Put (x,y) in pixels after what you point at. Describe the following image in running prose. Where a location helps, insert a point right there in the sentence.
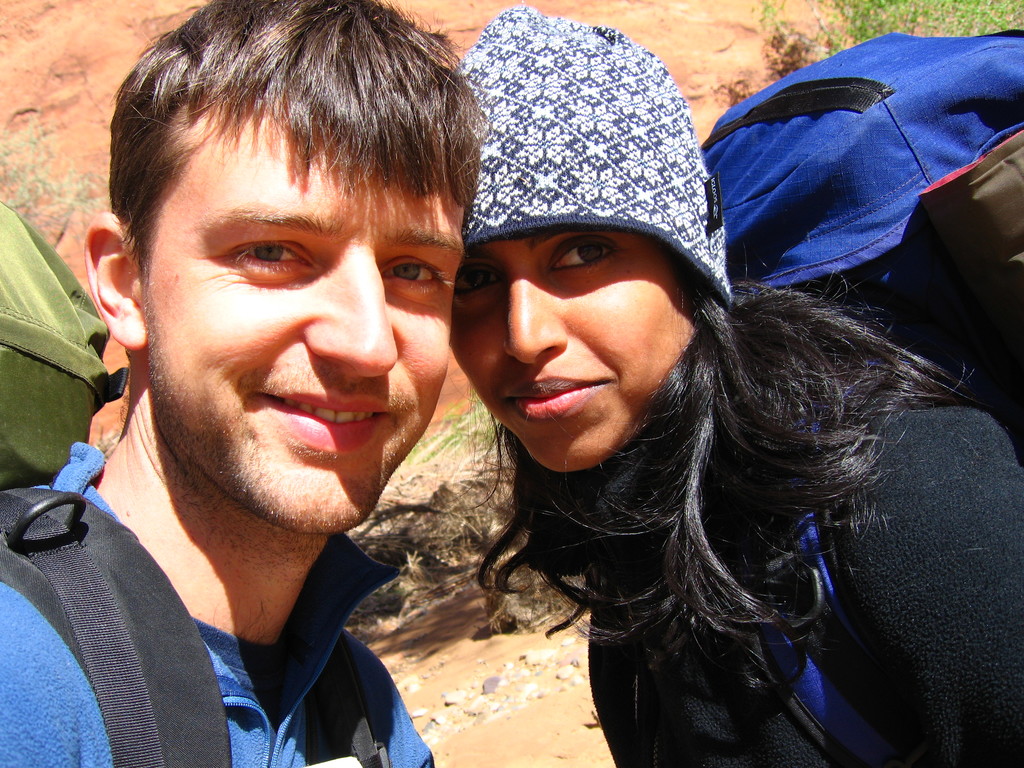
In this image I can see two persons (239,495). The person (895,452) at right (907,529) is wearing black color dress (979,540) and blue color bag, the person (285,606) at left (326,568) is wearing blue color shirt (224,672) and green color bag (81,527). In the background (912,16) I can see the grass (884,21) in green color.
